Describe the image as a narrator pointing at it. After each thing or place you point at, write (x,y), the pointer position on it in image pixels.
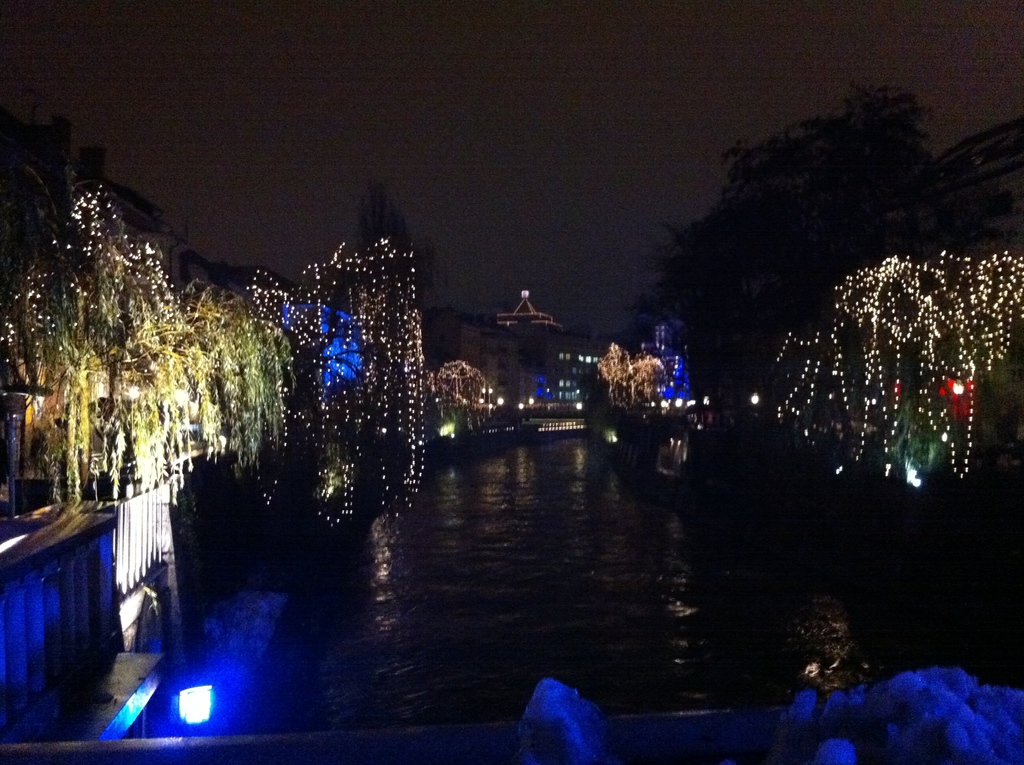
In this image in the middle (586,475) there is water body (544,535). On both sides there are trees (80,365), buildings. There are lights (893,273) on the trees (129,310).
